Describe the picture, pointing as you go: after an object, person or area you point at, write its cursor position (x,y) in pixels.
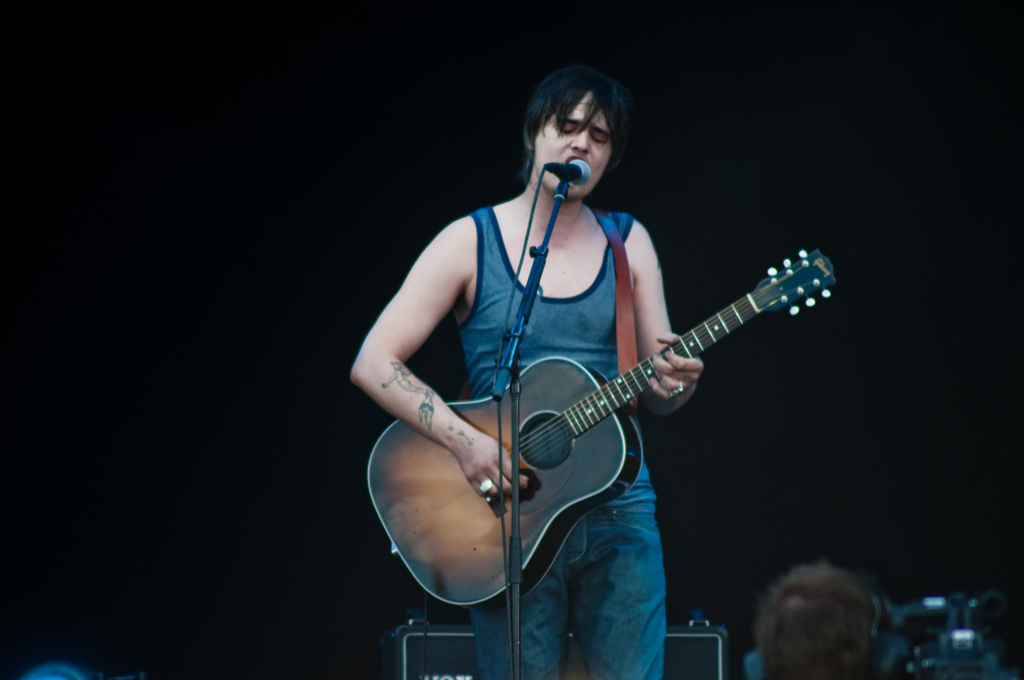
In this image, we can see a person (655,590) is playing a guitar (581,420). He wear a tattoo (408,376) on his right hand (412,389). On left hand (676,394), he wear a ring (680,392). In the bottom of the image (799,642), we can found a human head (823,619) and camera (942,641) here.
